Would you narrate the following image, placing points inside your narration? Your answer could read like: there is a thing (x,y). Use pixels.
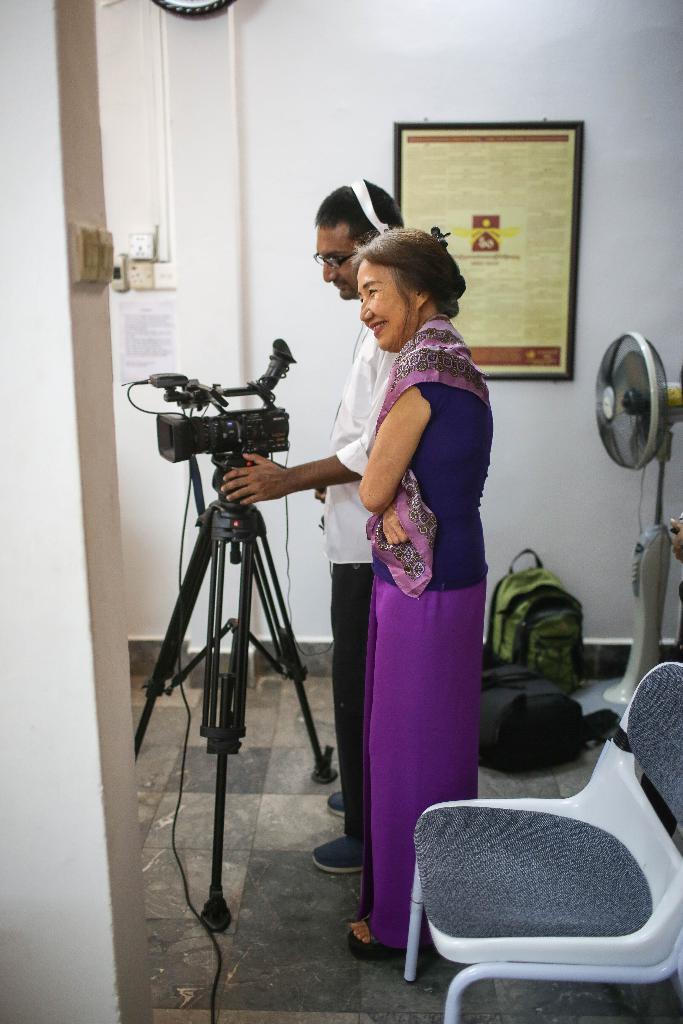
In this picture I can see there is a man (373,370) and a woman (384,493) standing. The man (343,508) is holding a camera (198,424) which is in front of him, he has spectacles (322,265) and the woman (471,578) is wearing a blue color shirt (447,426) and a purple skirt (411,695). There is a chair (584,869), two bags (569,667) placed on the surface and in the backdrop (517,221) there is a wall (228,241) with photo frame (560,151) and there is a pillar (61,244) at left (69,228).
